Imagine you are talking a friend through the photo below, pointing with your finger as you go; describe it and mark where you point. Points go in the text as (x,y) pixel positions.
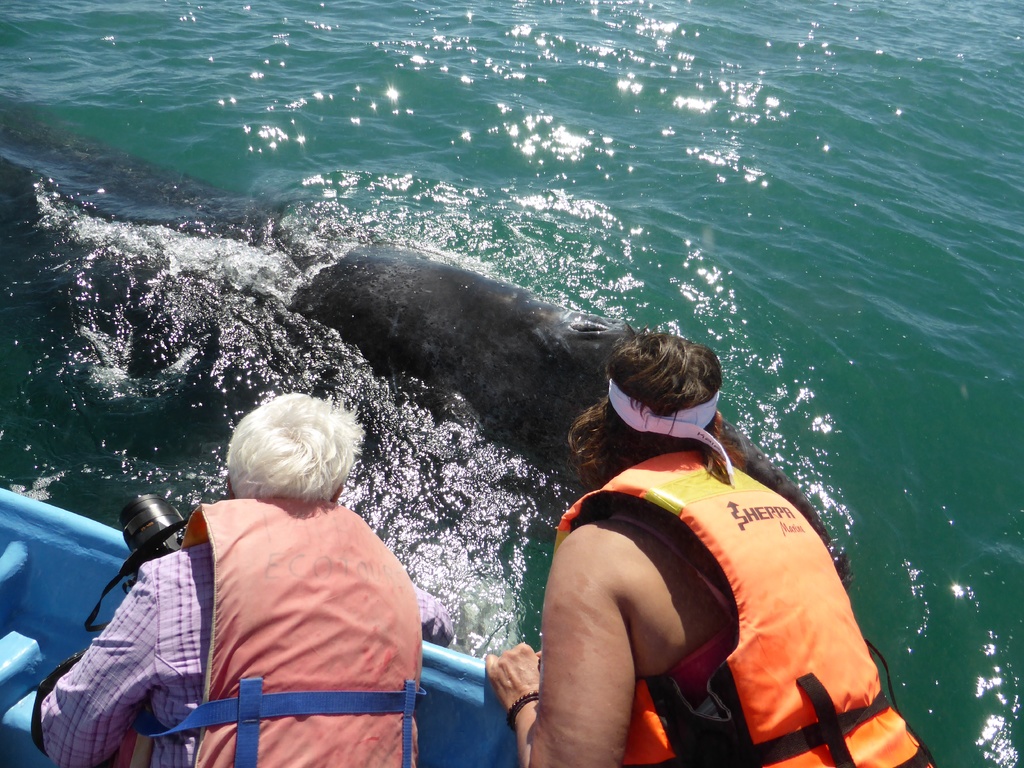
In this image we can see an animal (532,328) in the water (630,303), also we can see two persons (346,598) sailing on the boat (39,640), one of them is holding a camera (138,517).
